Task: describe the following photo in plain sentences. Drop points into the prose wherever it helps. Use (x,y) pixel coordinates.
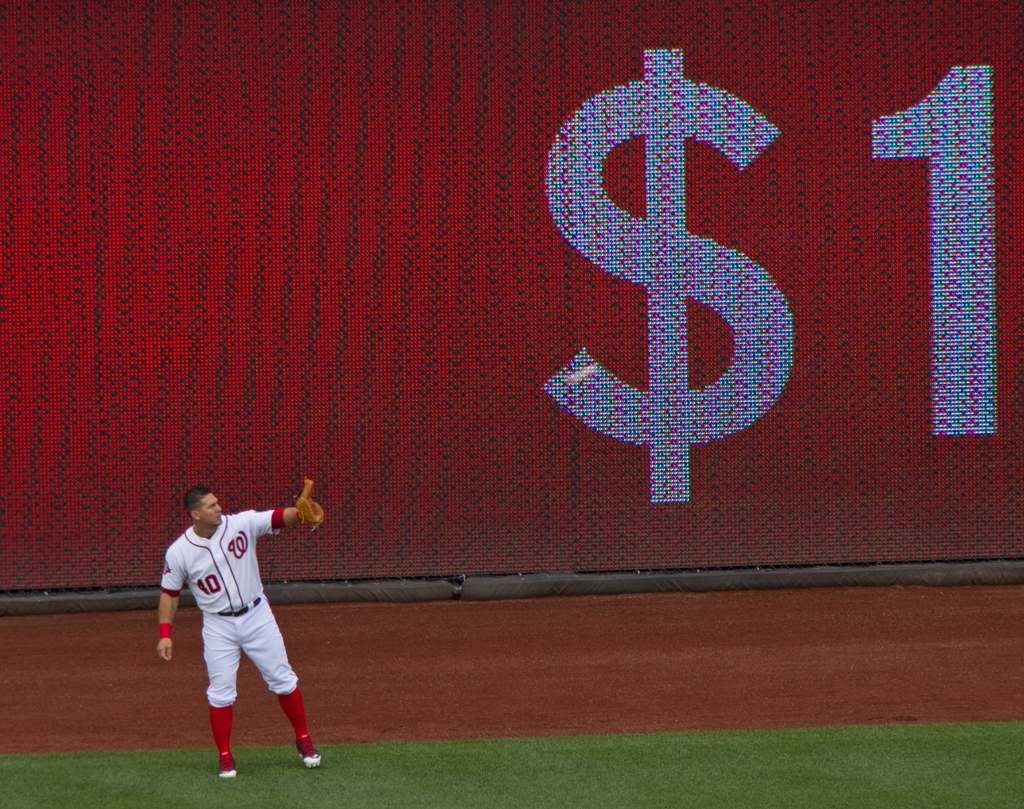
In this image in the front (362,788) there's grass (460,806) on the ground (333,764). In the center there is a man (225,626) standing. In the background (437,304) there is a board (648,362) with symbol (763,337) and number (945,298) written on it.
